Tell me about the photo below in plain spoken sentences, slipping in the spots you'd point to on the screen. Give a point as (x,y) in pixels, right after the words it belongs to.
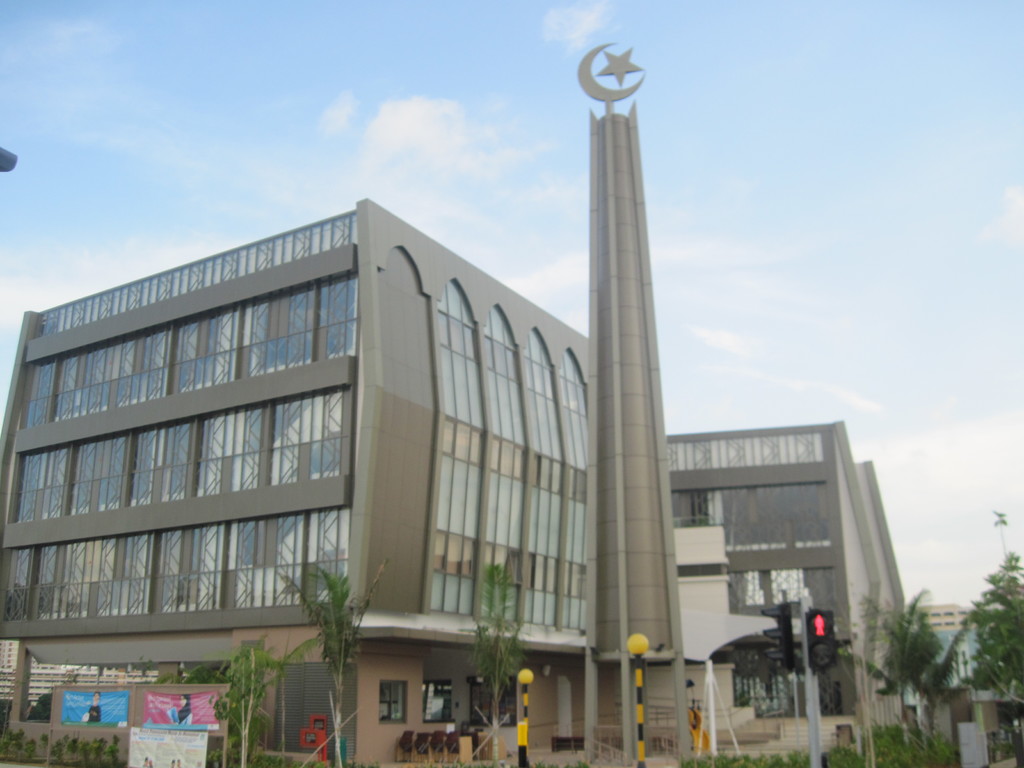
Here we can see buildings (614,542), poles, trees (931,709), banners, and traffic signals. In the background (763,369) there is sky (522,178) with clouds (438,177).
